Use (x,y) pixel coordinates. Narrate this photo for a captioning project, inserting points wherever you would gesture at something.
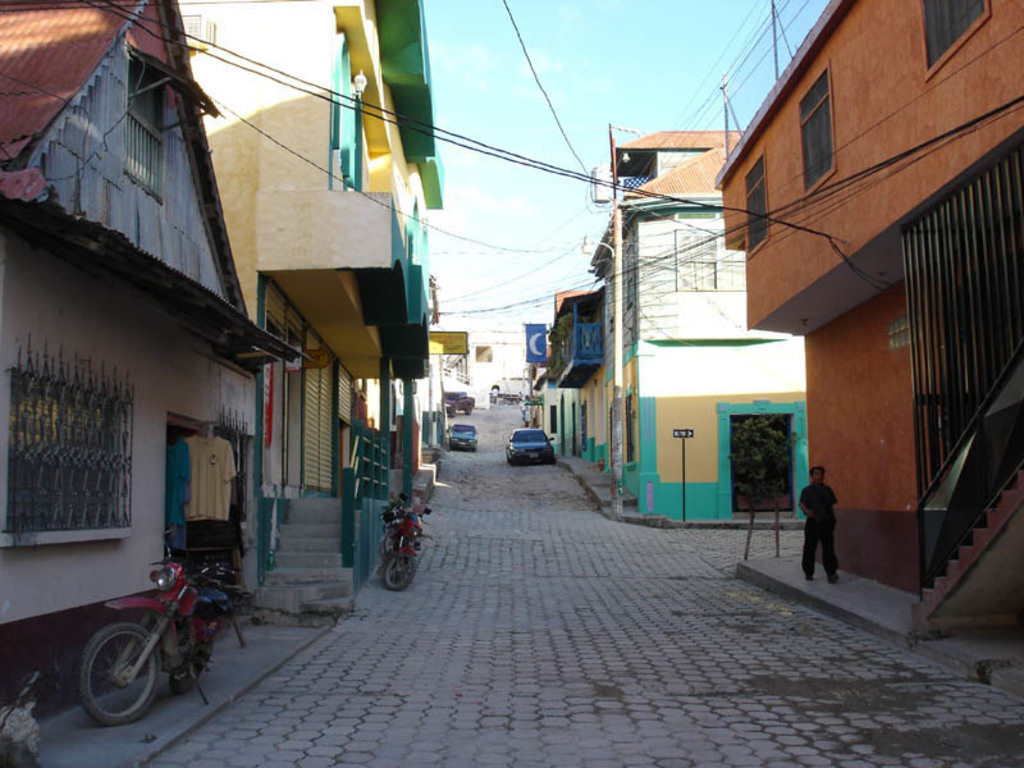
In this image we can see vehicles (468,447) on the pathway (519,637). On the both sides of the image, we can see buildings (629,431), stairs (1008,507) and wires (183,45). At the top of the image (531,87), we can see the sky (519,105). On the right side of the image (776,481), we can see a plant (749,474) and a person (824,490).
